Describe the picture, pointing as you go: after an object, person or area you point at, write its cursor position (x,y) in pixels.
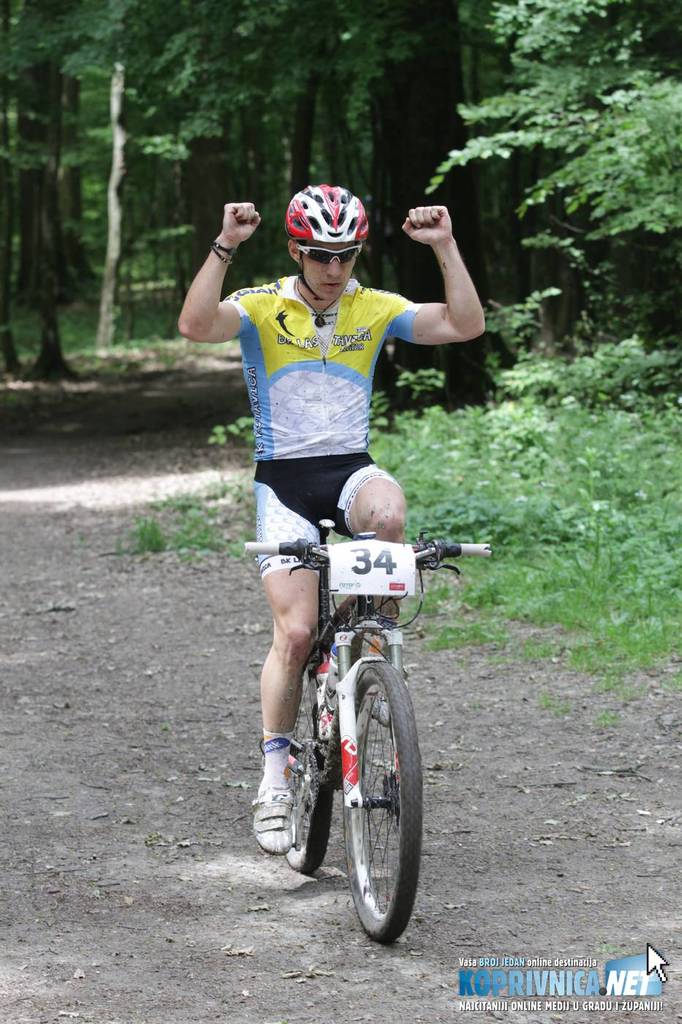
In the middle of this image (341,441), there is a person (369,292), wearing a helmet (338,231), sitting on a bicycle (306,561) and cycling on the road (586,933). In the background (669,85), there are trees (477,96), plants (499,313) and grass (672,594) on the ground (512,476).
